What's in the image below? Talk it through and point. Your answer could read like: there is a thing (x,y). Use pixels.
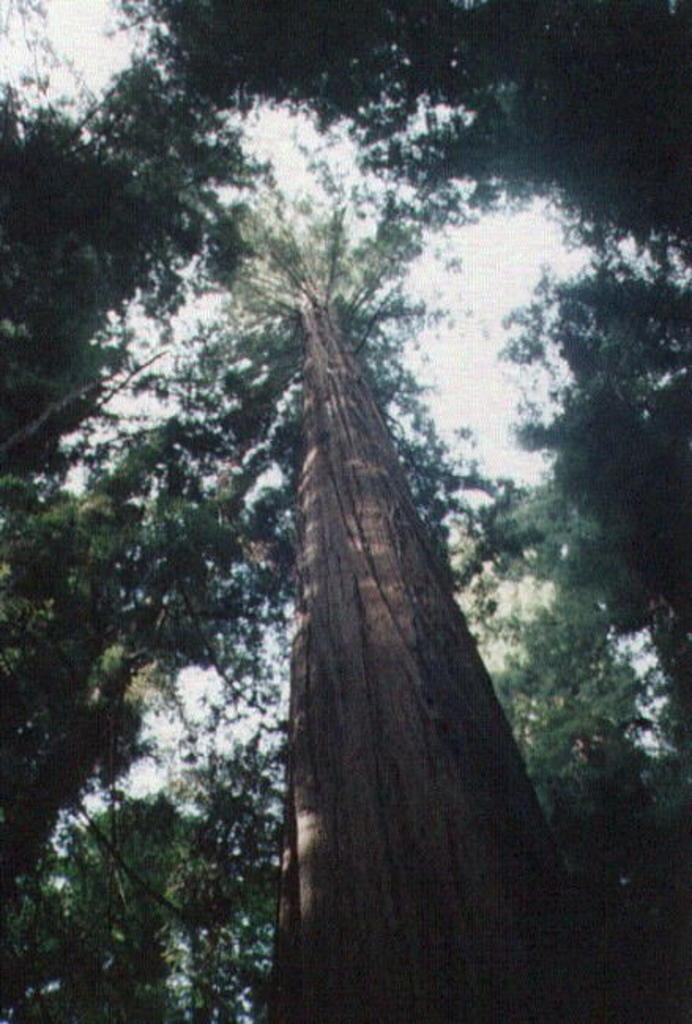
This is the low angle of an image where we can see the trees (172,278) and the sky (136,298) in the background (87,878).
